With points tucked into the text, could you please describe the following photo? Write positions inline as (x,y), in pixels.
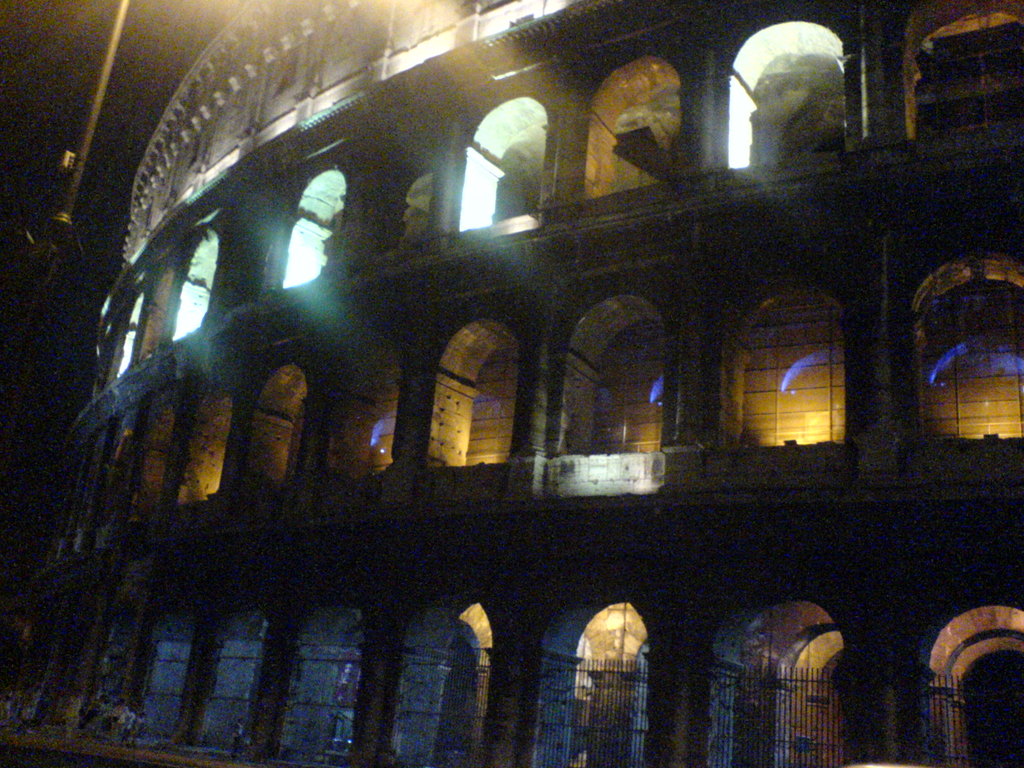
In this picture we can see a building (423,370), few lights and fence (777,742).
